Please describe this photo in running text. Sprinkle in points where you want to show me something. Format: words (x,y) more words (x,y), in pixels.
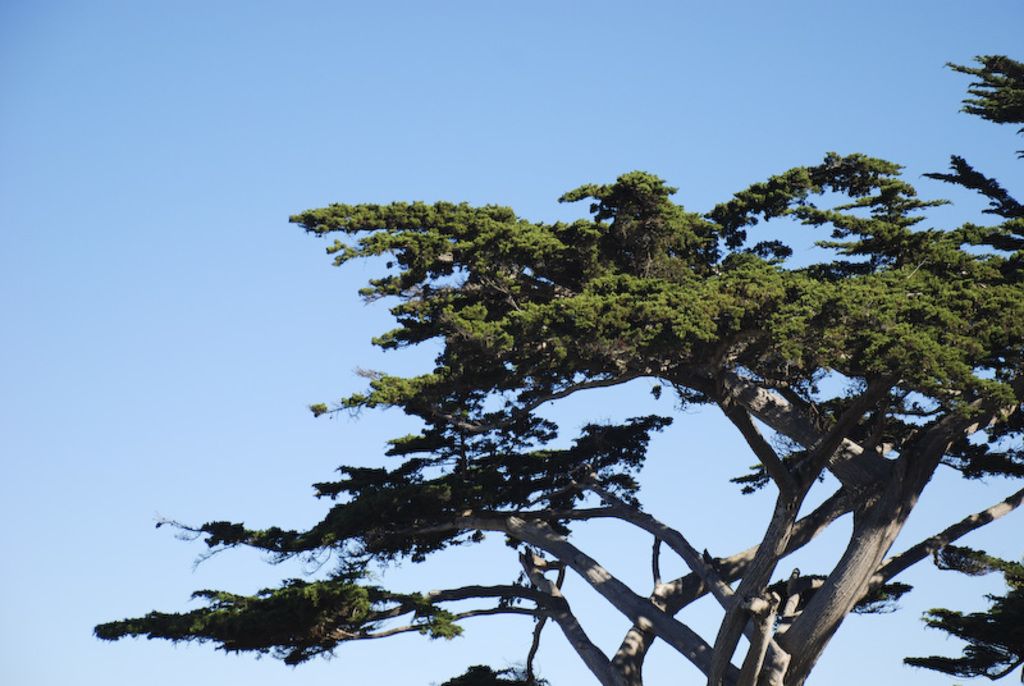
In this picture we can see a tree (758,437) in the front (644,365), there is the sky (395,152) in the background (395,152).
